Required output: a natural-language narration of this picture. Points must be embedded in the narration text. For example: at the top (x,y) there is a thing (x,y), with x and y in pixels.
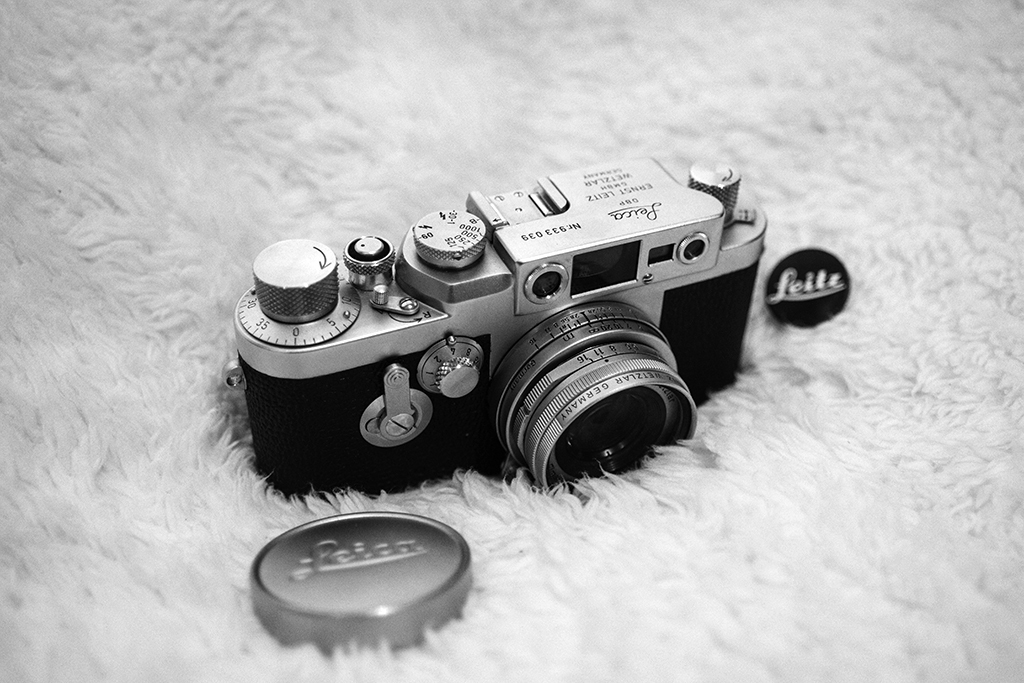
In this picture I can see a camera (739,209) and there are kind of caps (424,549) on the fur cloth (4,260).
